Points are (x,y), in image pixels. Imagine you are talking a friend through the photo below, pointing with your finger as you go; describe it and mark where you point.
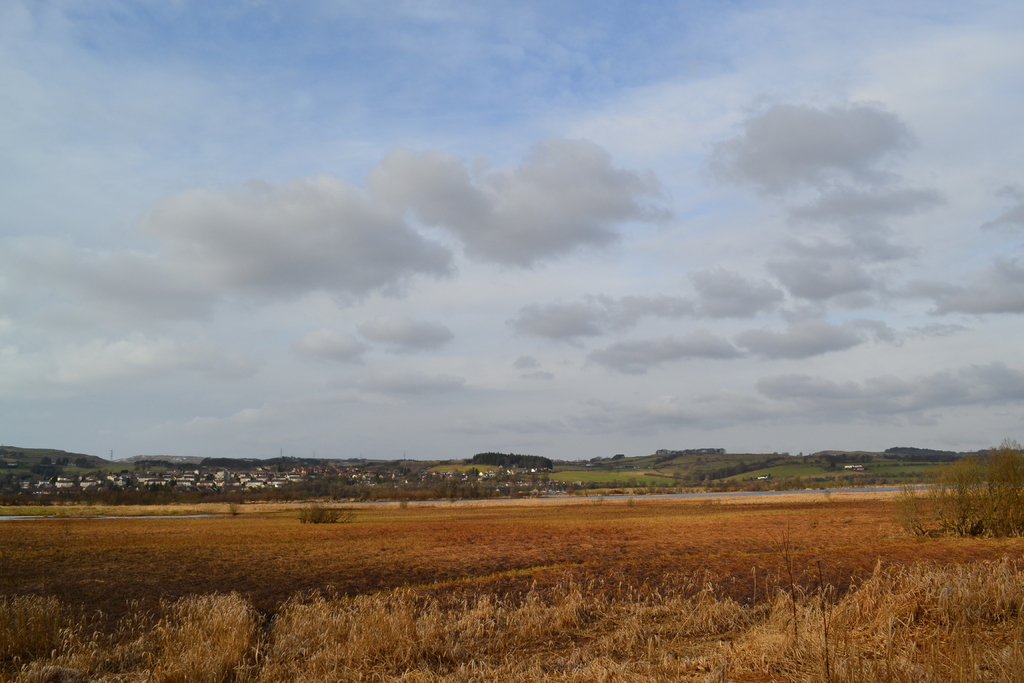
In this image we can see sky (345,86), clouds (367,175), grass (574,603), trees (362,491), buildings (227,486) and houses (237,482).
